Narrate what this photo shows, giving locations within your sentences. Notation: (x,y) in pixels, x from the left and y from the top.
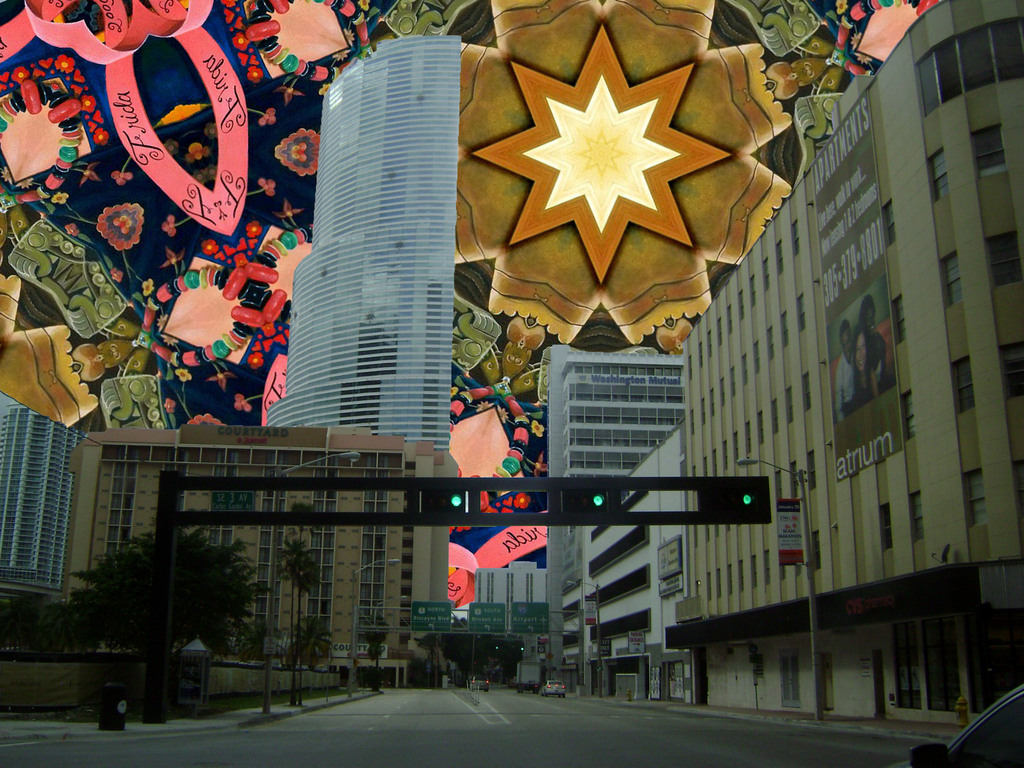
This image is taken outdoors. This image is an edited image. At the bottom of the image (470,742) there is a road (519,737) and there is a car (1023,745). In the middle of the image (370,504) there are a few buildings (375,452) with walls (793,585), windows (929,659), doors (905,624) and roofs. There is a skyscraper (371,256). There is a signal light (588,498). There are a few poles (806,577) with street lights (598,656). There are a few trees (204,618). There are many boards (861,201) with text (861,201) on them. A few cars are moving on the road (495,706). At the top of the image (636,214) it seems to be a tent (750,116) with many colors.
